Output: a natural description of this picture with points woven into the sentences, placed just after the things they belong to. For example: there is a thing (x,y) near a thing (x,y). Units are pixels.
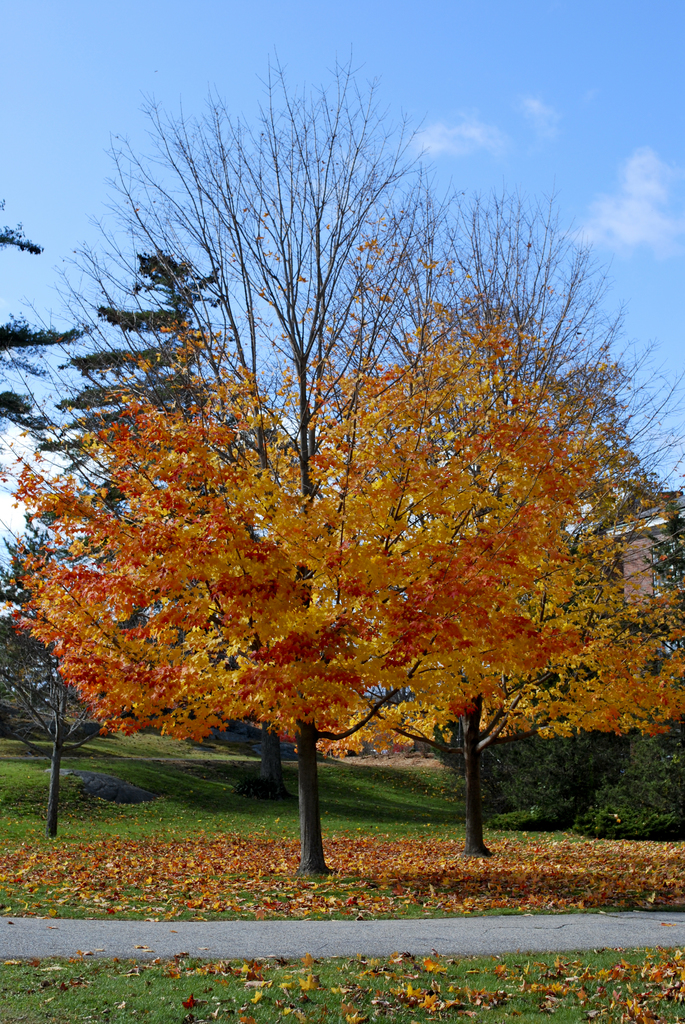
In the picture we can see the grass surface (112,1002) and beside it, we can see the road (365,942) and behind it, we can see a grass surface (334,896) with a maple tree (309,639) and behind it also we can see many trees (597,793) and the sky (622,94) with clouds (470,142).
